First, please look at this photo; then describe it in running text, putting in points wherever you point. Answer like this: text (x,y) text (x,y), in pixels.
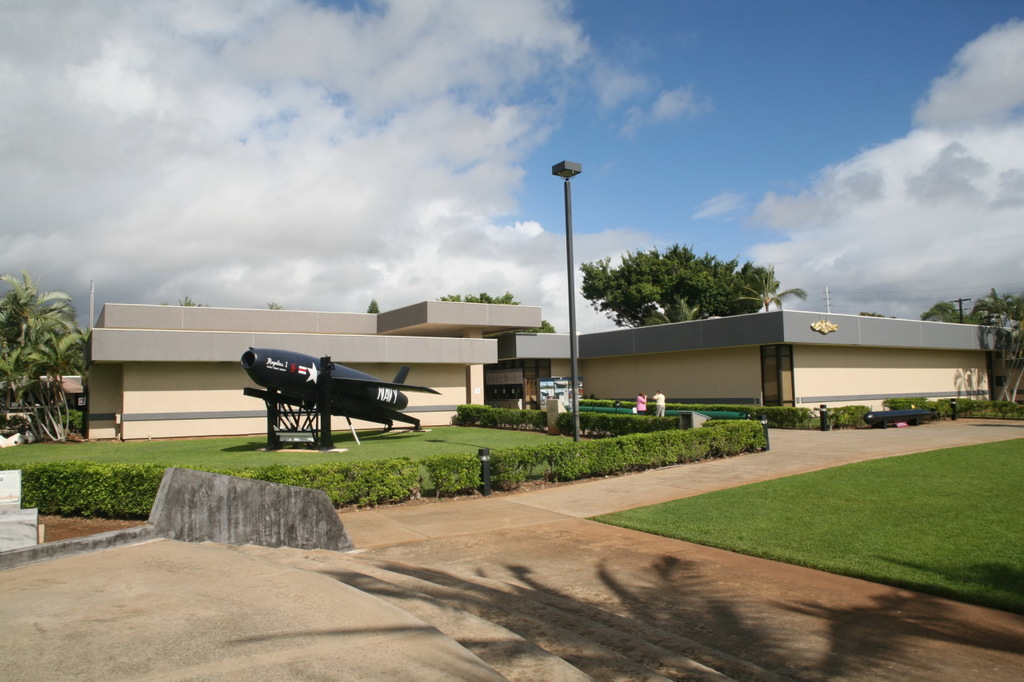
This image consists of a building (784,398). There are two persons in this image. In the front (60,496), there are plants (644,441). On the left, there is a tree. At the bottom (897,560), there is green grass (859,559) on the ground (120,567). At the top (592,132), there are clouds (1011,66) in the sky (541,296). And we can see an artificial plane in the middle (401,404).
